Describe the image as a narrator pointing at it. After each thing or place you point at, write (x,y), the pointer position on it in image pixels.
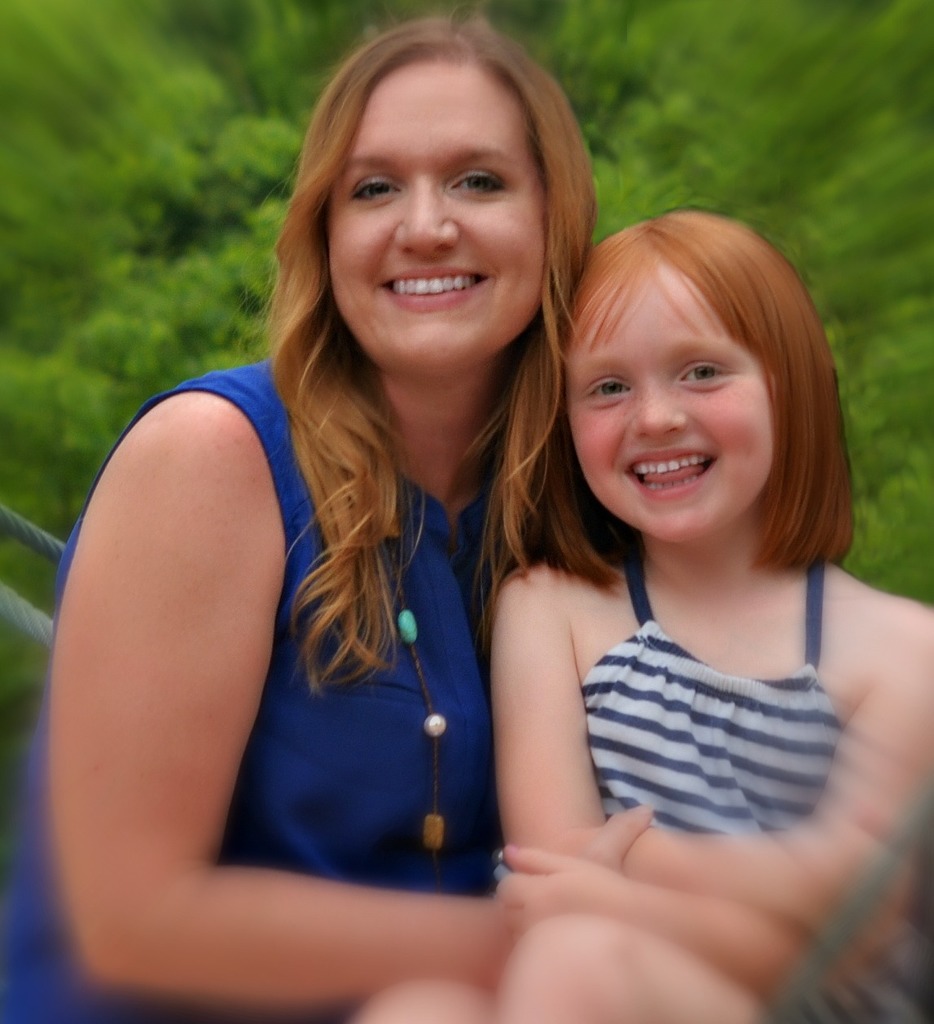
In this picture we can see a woman (393,585) wearing a blue dress (416,618), sitting in the front (421,691) with a small girl (630,688), smiling and giving a pose to the camera. Behind there is a green plants (132,264) background (165,17).
